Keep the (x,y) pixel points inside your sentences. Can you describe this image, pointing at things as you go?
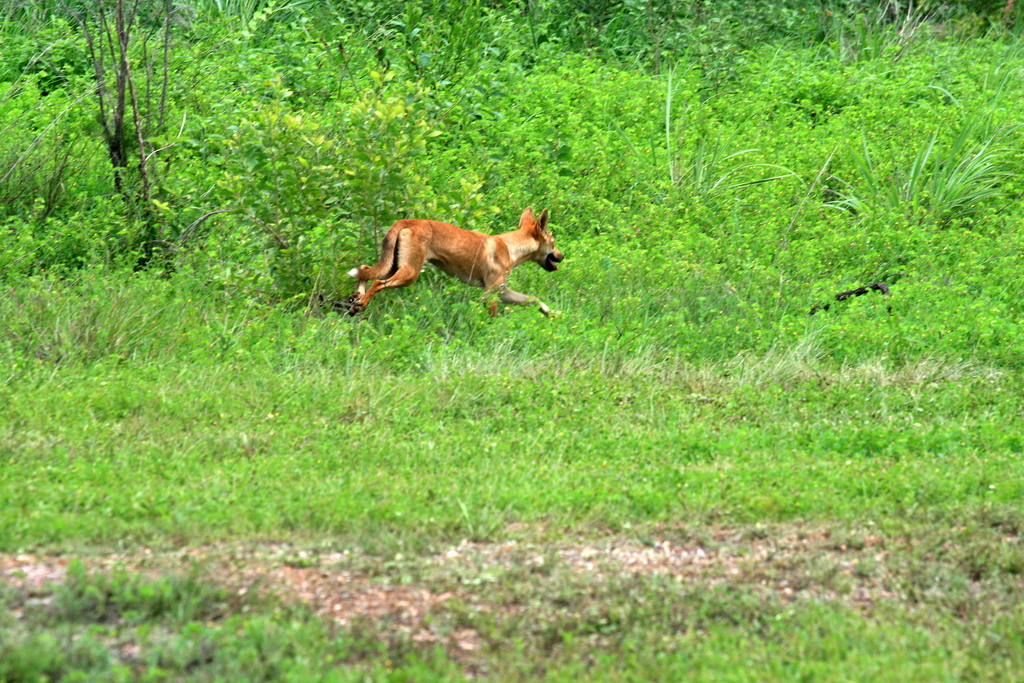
In this image I can see grass (409,325), plants (365,168) and in the center of this image (481,277) I can see a brown colour dog (513,246).
